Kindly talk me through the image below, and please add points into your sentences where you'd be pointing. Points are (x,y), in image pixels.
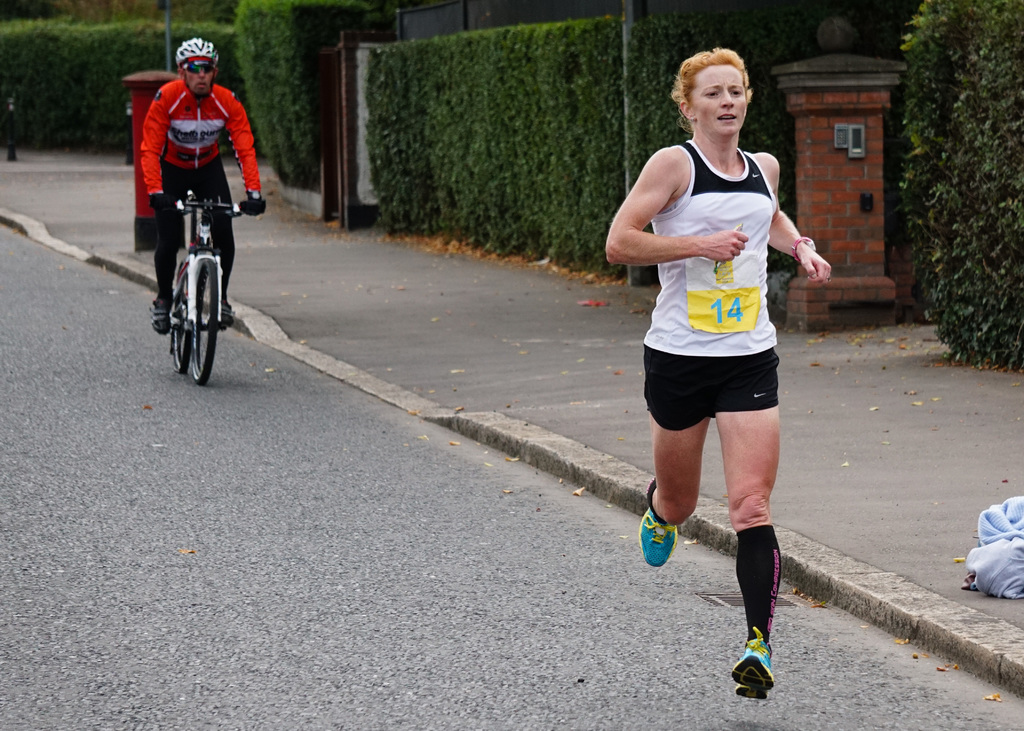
This picture describes about two people (685,220). one woman (744,259) is running on the road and another one (186,109) is riding a bicycle (201,220) and we can see some shrubs (426,112) and post box (139,135).
